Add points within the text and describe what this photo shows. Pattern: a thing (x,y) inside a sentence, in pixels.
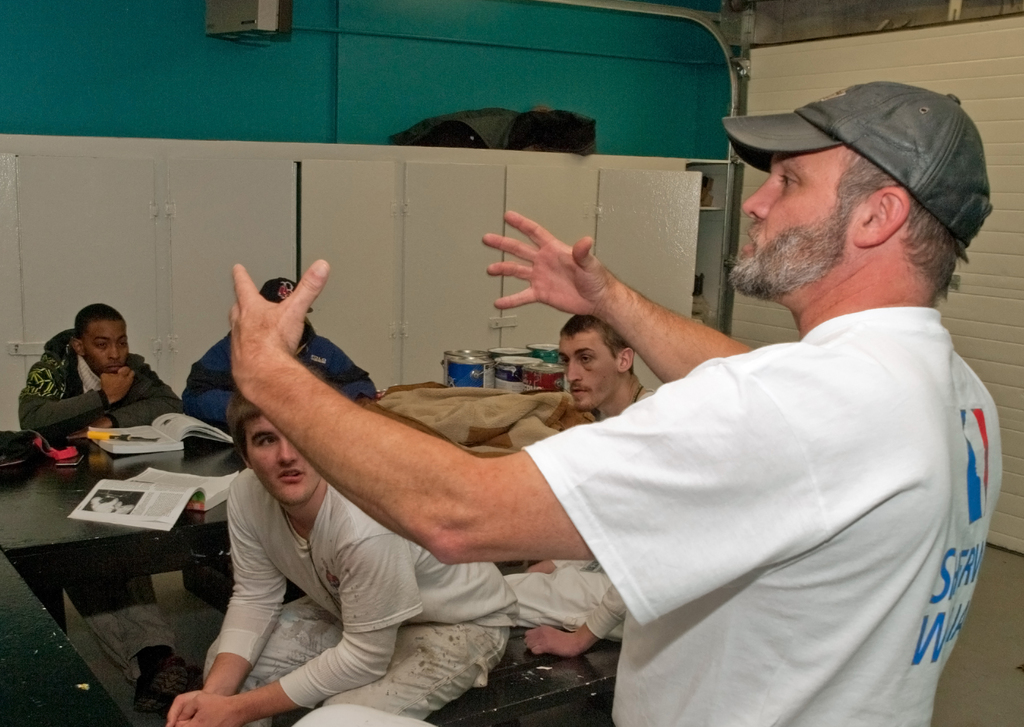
In this image I can see a four person (272,467) sitting and one person (831,414) is standing. I can see books (170,500) and some objects (17,460) on the table (48,520). Back I can see a boxes (502,365) and a cream color cupboard (373,212). The wall (222,84) is in peacock green color.
